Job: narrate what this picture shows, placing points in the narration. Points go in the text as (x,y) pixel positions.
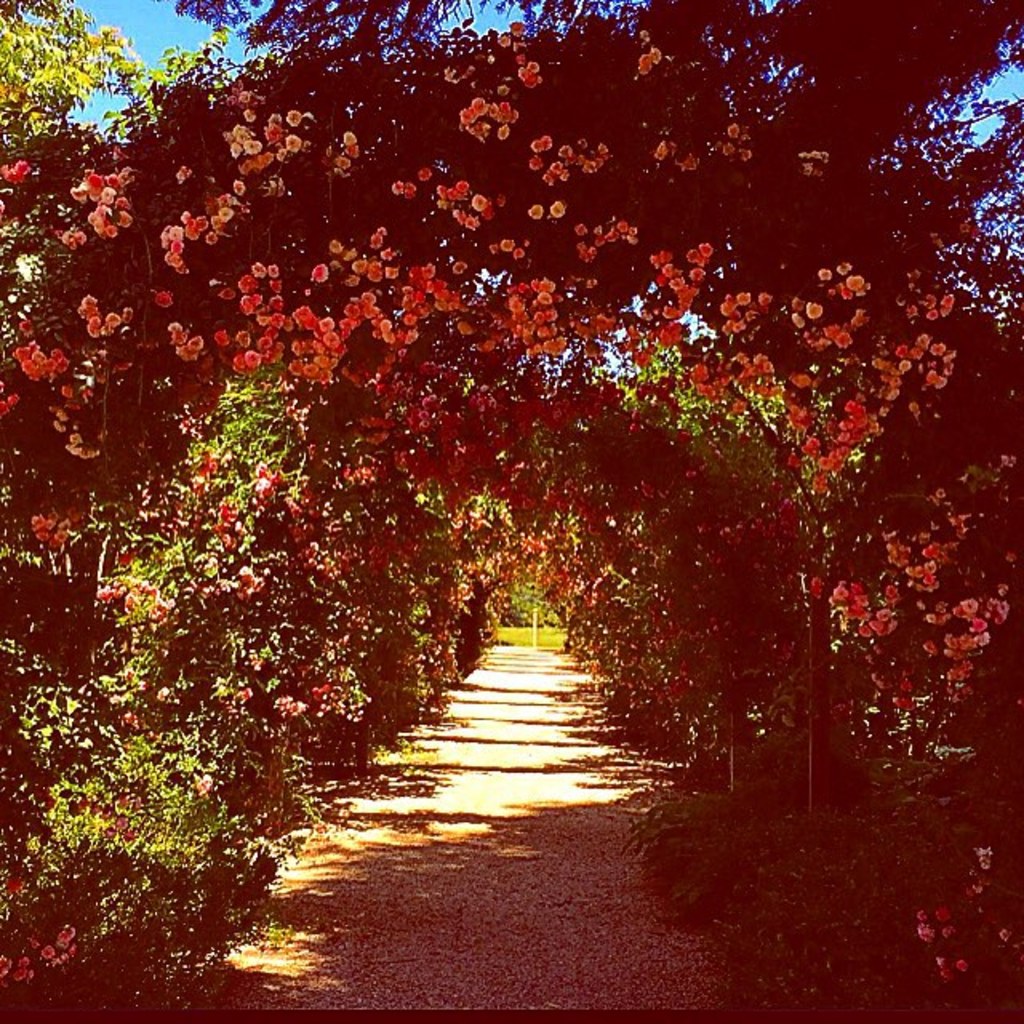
In this image I can see a garden (280,423) and I can see plants (584,242) and flowers (240,148) and at the top (229,37) I can see the sky (195,34).
